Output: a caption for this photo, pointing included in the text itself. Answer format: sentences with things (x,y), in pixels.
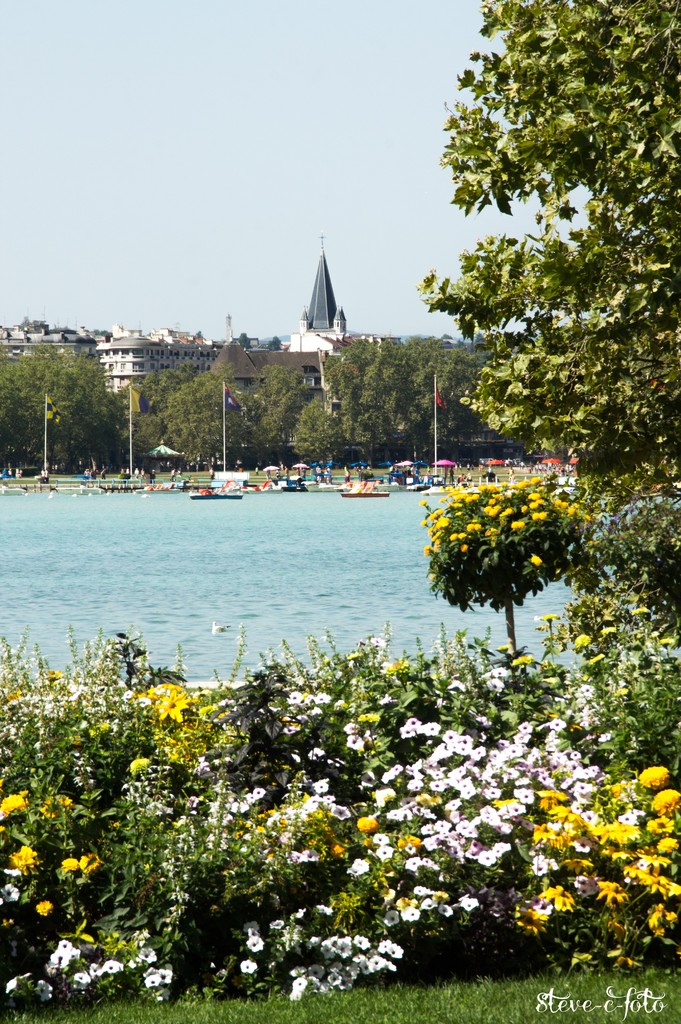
In this image, we can see some plants (512,810) with flowers (411,800). There are a few trees (567,390). We can also see some water (297,527) with boats (248,487) sailing. There are a few people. We can also see some umbrellas (403,462) and flags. There are a few buildings (134,365). We can also see the sky (165,115).
